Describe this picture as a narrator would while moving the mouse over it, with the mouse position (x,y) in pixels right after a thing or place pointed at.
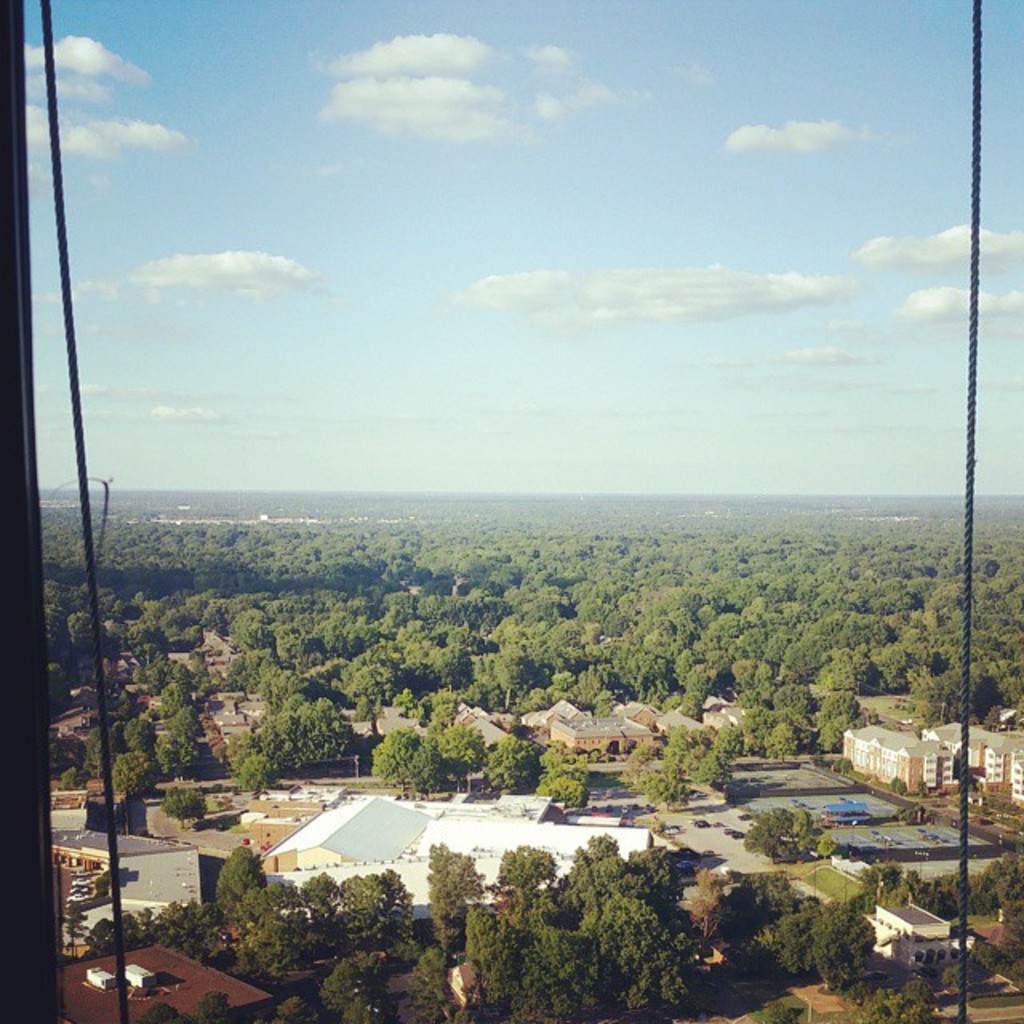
In this picture we can see a few ropes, houses (466,824), trees (175,581), other objects (940,846) and the clouds (676,279) in the sky (424,459).
